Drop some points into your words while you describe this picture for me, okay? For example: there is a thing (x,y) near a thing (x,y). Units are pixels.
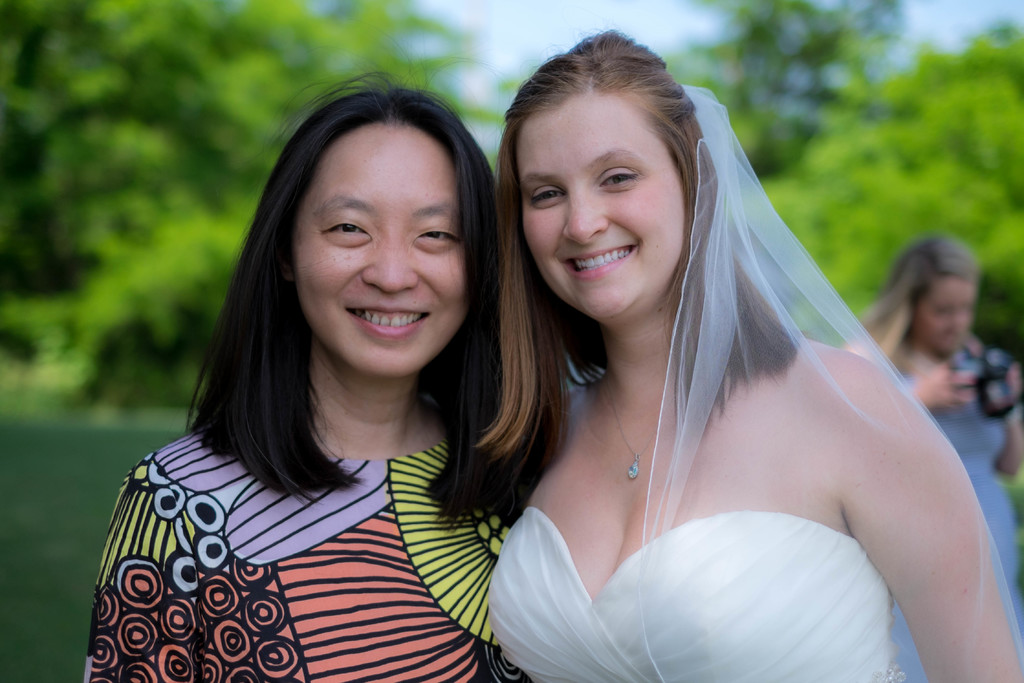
In this image we can see two persons (484,605), one is wearing white color dress (536,564) and the other person (263,571) wearing multi color dress (194,577) hugging each other and in the background of the image (163,205) there are some trees (226,208) and a person (947,305) holding camera (993,373) in her hands (1016,386).
